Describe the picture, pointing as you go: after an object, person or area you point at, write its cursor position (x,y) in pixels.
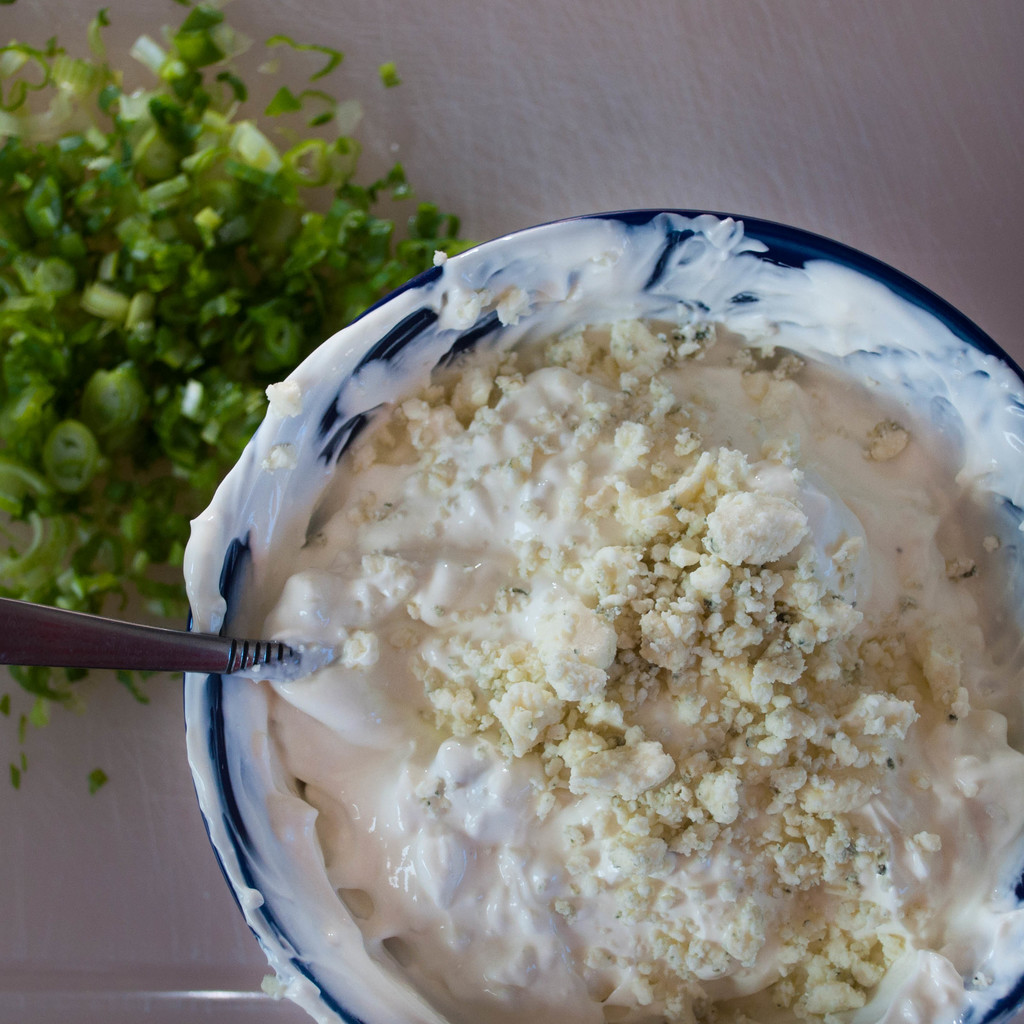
In this image there is food (725,675) and there is a spoon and there are vegetables (140,335).
